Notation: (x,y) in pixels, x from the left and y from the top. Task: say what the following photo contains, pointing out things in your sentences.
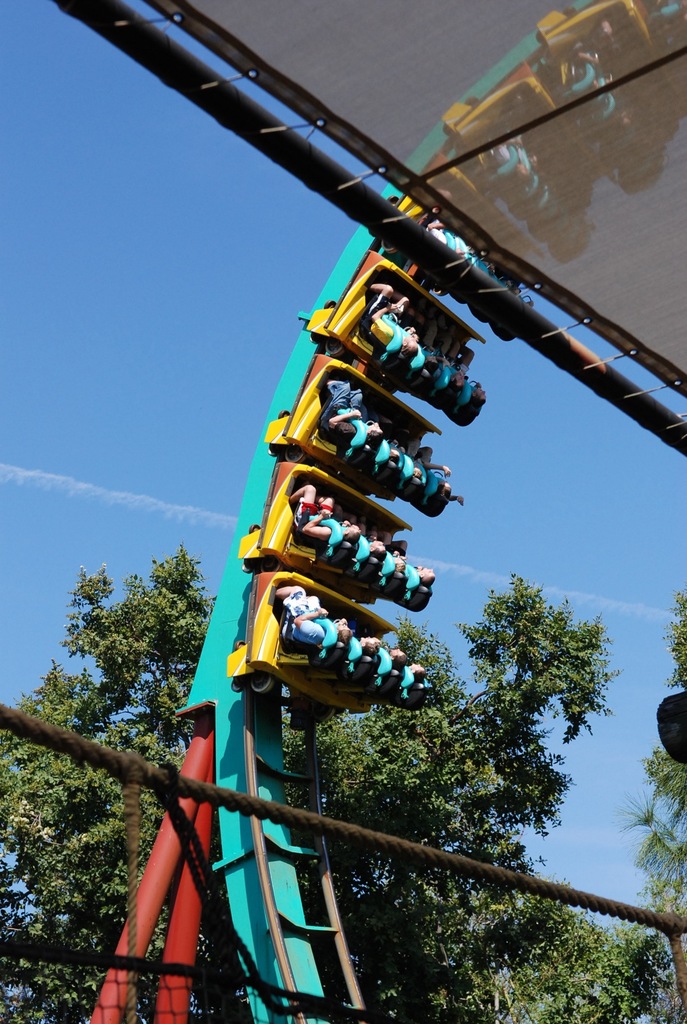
In this image we can see few persons (429,469) are riding on an amusement ride (355,423). In the background (205,555) there are trees (336,885) and smoke (33,478) in the sky (59,361). At the bottom (205,899) we can see rope (154,771) and a net (167,1011) and at the top (379,60) there is a pole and a tent (495,97).
